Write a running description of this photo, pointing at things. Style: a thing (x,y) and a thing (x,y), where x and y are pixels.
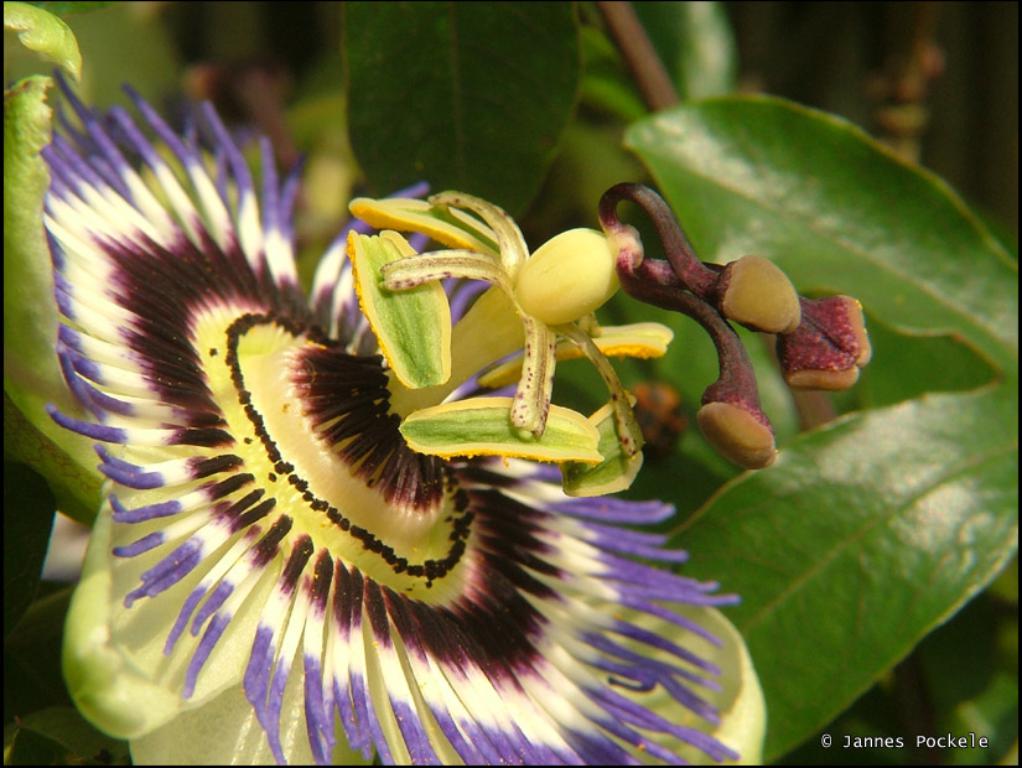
In this picture we can see a flower (420,349) and plants (793,549).
